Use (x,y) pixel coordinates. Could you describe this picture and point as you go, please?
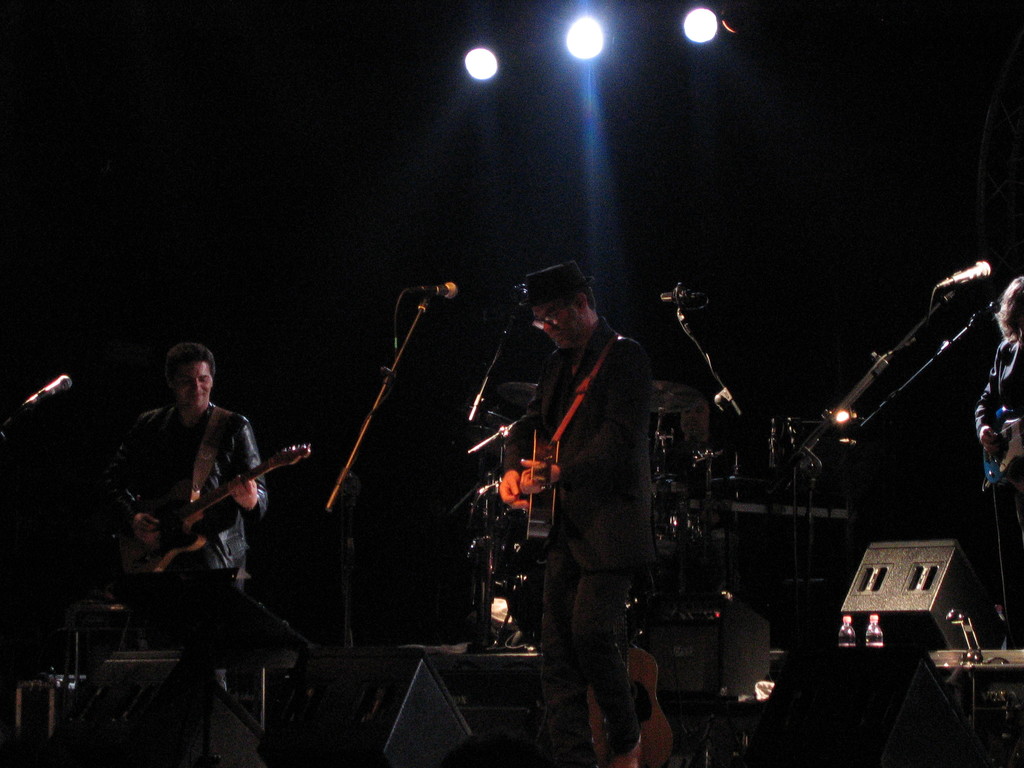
This 2 persons (569,497) are standing and playing a guitar (185,510). This are musical instruments (501,618). A mic (442,292) with mic holder (346,493). On top (688,31) there are focusing lights (698,23).
